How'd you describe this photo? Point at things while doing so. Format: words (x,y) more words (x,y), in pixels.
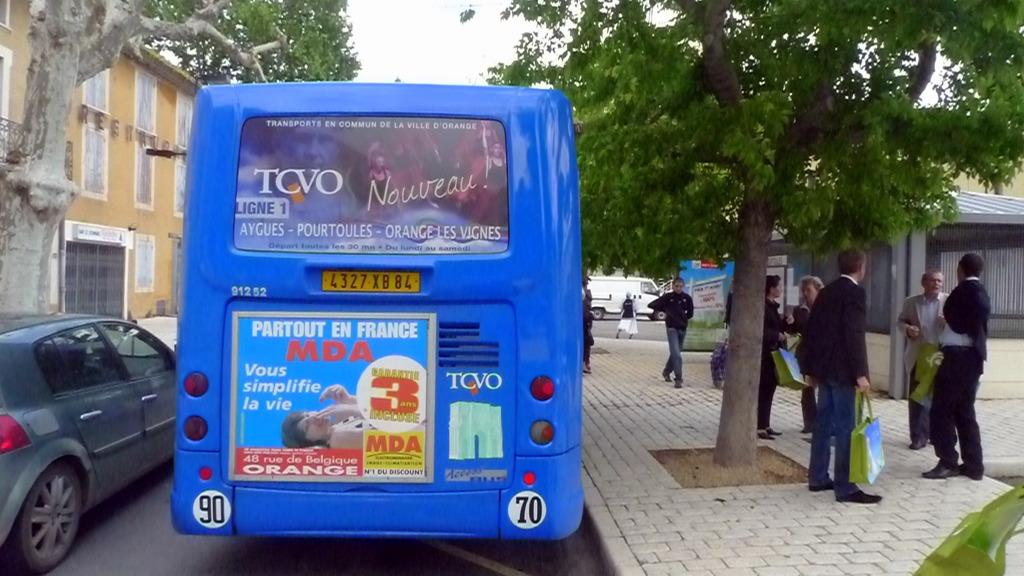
This image is clicked on the roads (130,531). On the right (919,415), there are many people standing on the pavement (881,493). In the front (165,405), we can see a bus (198,471) and a car (146,400) on the road (415,565). On the left (117,144), there is a building (109,208). On the left (89,78) and right, there are trees (602,160). At the top (413,27), there is a sky (452,35). On the extreme right, there is a shed (1003,264).
